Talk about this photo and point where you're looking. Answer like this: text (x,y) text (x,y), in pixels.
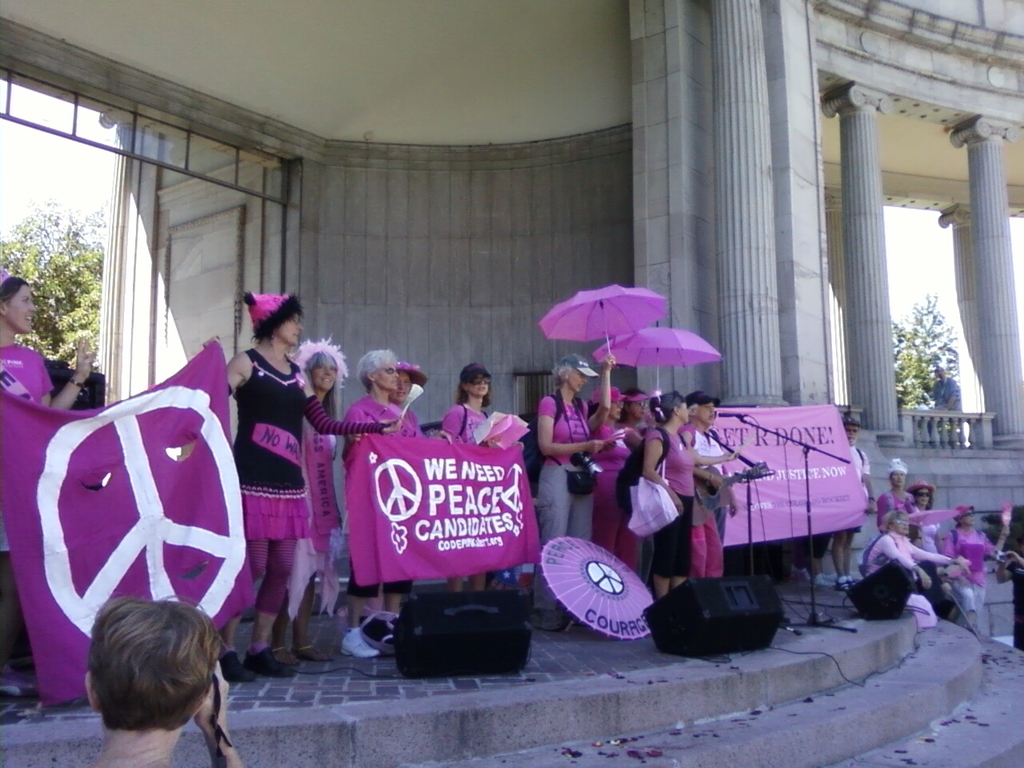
In this image we can see few people (680,432) standing on the floor (452,685), few of them are holding banners (404,482) and few of them are holding umbrellas (648,355), there are mic's (760,473) in front (752,484) them and there are speakers (863,591) on the floor (834,631), on the right side (867,337) there are pillars (986,299) and in the background (63,279) there trees (67,295) and the sky (110,170).
